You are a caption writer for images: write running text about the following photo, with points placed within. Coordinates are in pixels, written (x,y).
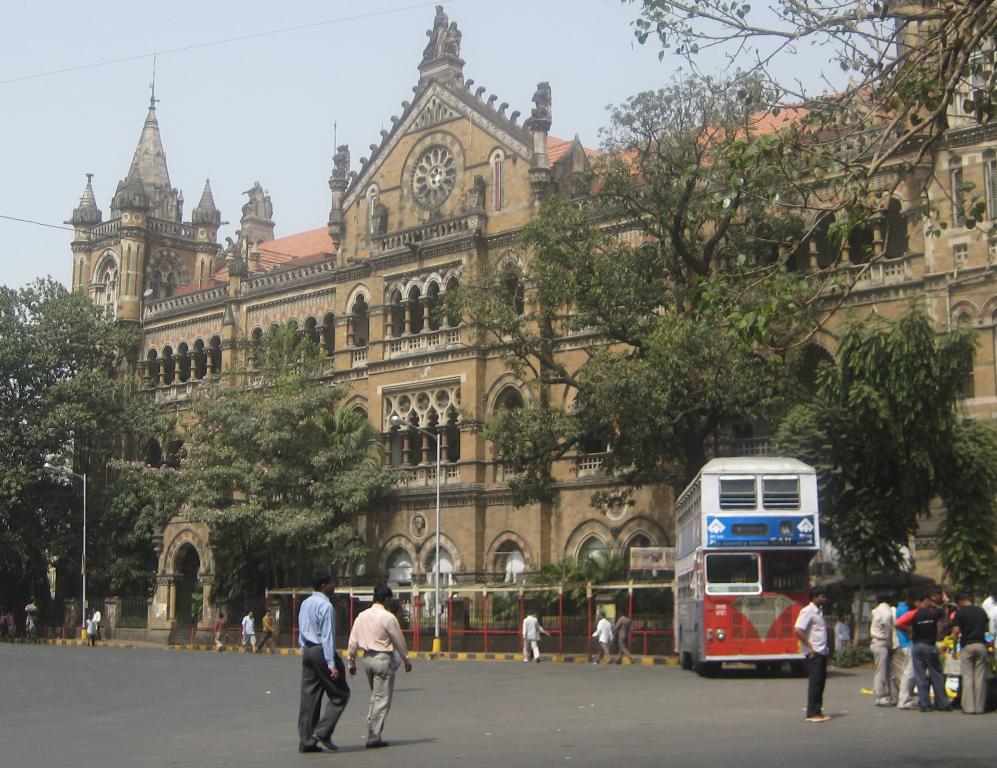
This picture shows buildings (441,414) and we see trees (644,344) and a double decker bus (707,570) and couple of poles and few people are standing and few (369,661) are walking and we see a cloudy Sky (792,47).
